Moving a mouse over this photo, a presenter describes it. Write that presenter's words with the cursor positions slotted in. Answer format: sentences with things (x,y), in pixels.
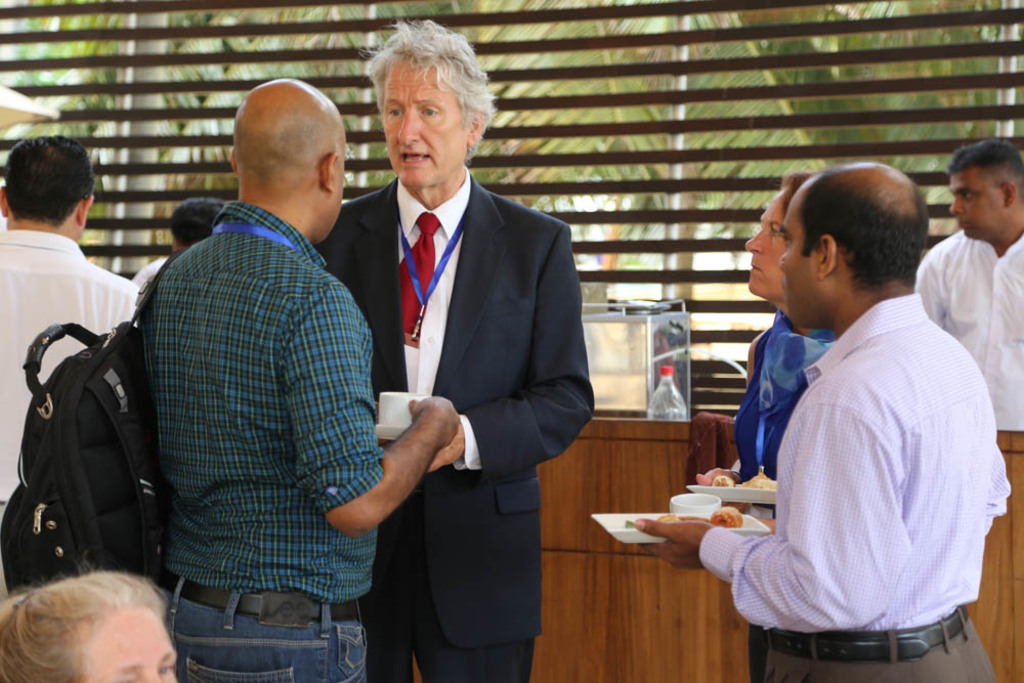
In the image, a person (575,382) wearing a black color coat (507,413) is speaking to the person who is opposite to him, he is having a coffee (395,407) beside him there are two other people (801,447) who are having some food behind them there is a table (645,439), upon the table (660,437) there is a bottle (668,386) in the background (670,198) there is a window (652,153) behind it there are few trees (664,147).
